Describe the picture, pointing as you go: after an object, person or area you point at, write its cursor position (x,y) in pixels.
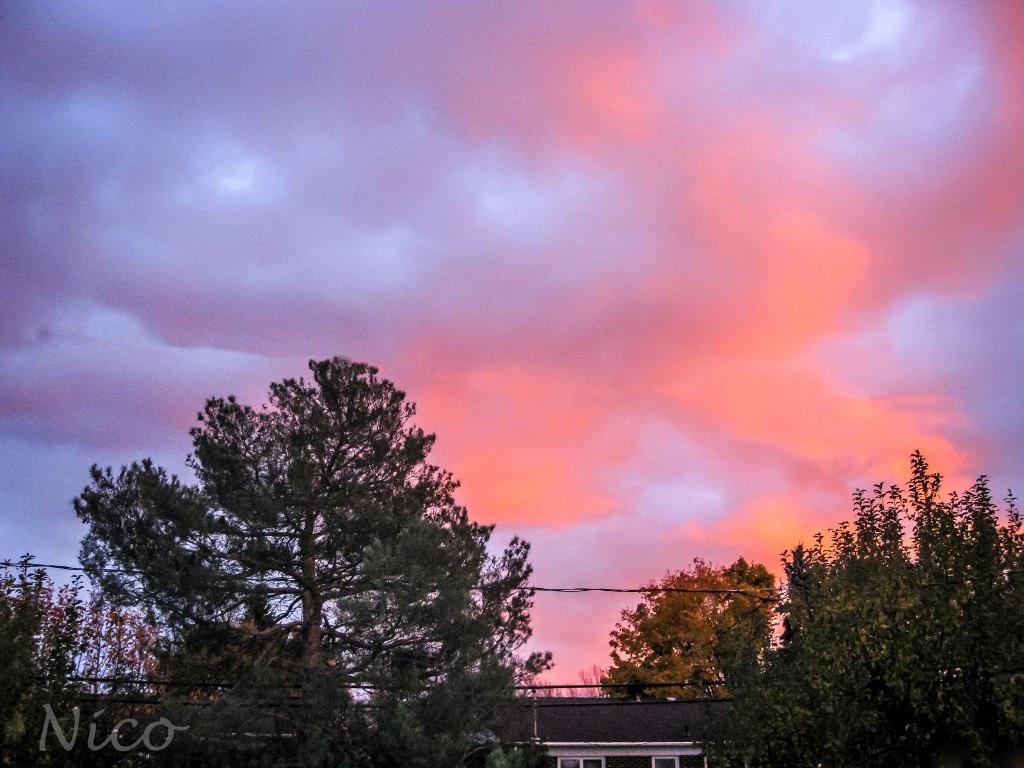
In the foreground (471,635) I can see a house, wires (275,683), and trees (236,651). In the background (575,402) I can see the sky (608,106). This image is taken may be in the evening.
